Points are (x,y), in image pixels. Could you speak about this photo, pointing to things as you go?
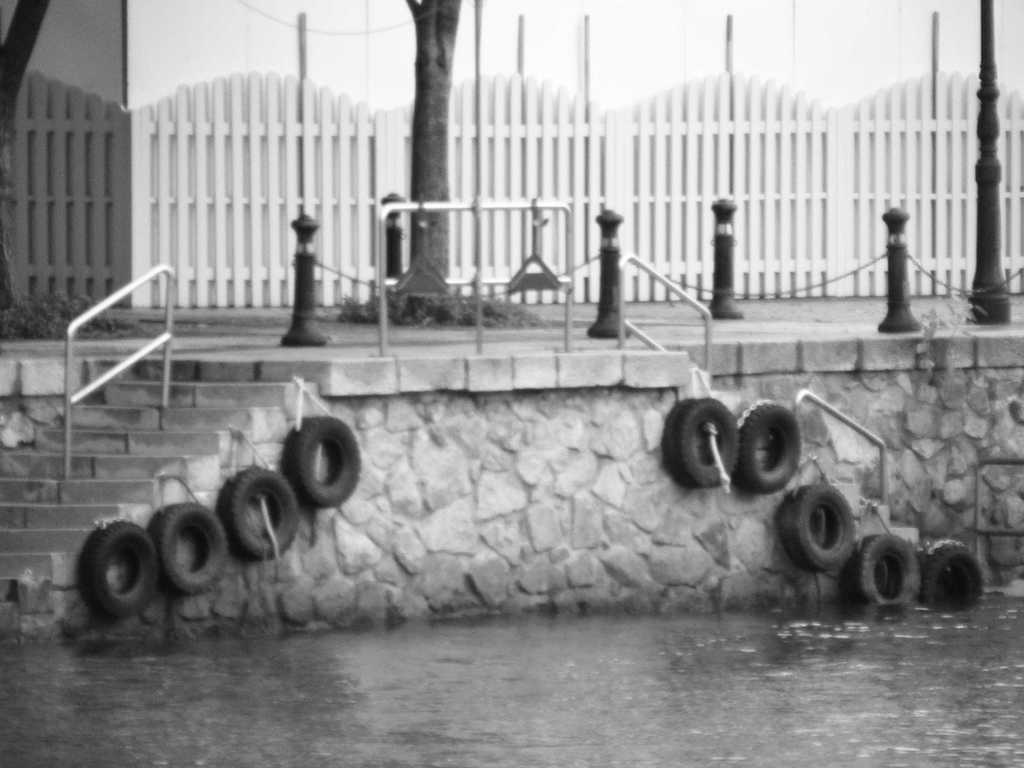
In the picture we can see the water surface (990,640) and behind it, we can see some steps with railings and behind it, we can see the pole (994,147) and the building wall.
